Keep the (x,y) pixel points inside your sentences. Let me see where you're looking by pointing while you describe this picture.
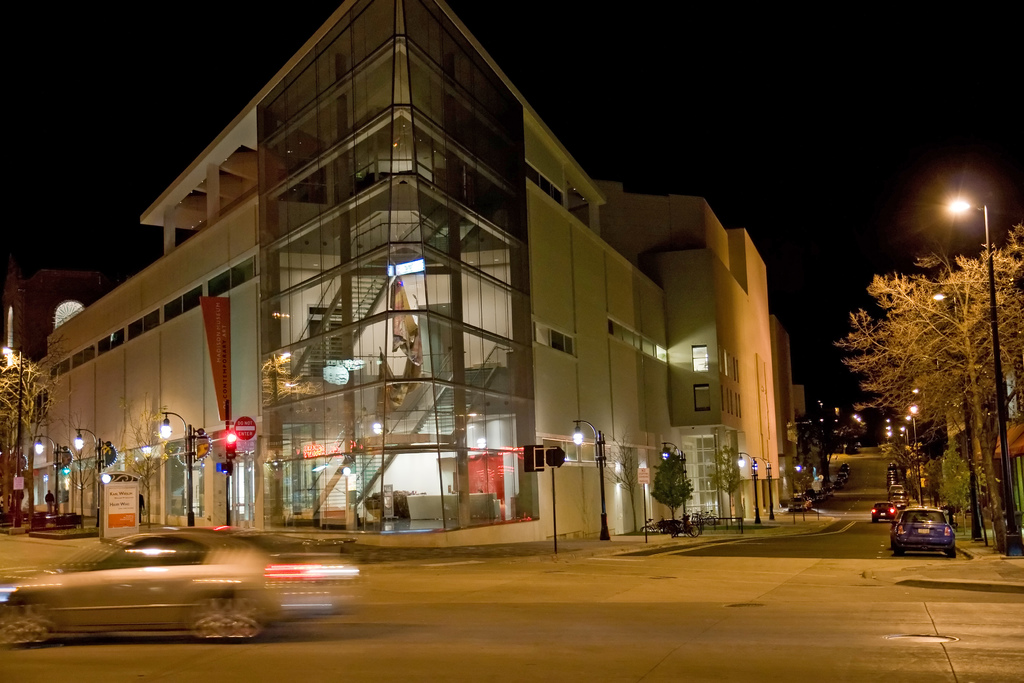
In this image in the center (577,322) there are some buildings (408,451), poles (683,468), lights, trees (668,468) and also there are some vehicles (161,592). At the bottom (763,639) there is road (838,622) and at the top (783,113) there is sky (741,109).
